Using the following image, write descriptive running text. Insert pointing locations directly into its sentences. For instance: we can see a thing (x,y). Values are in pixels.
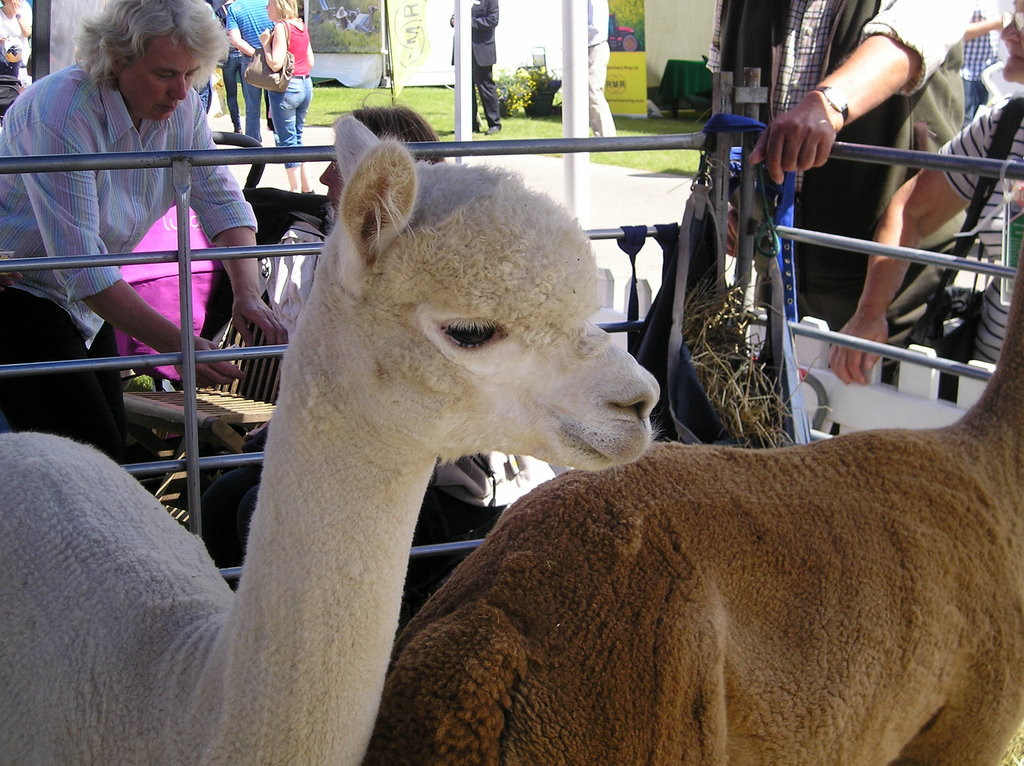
In this image in the front (552,512) there are animals (532,513). In the center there is a railing (50,164). In the background (57,218) there are persons (122,130) standing, there is grass (424,100) on the ground (402,103) and there are boards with some text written on it and there are poles (460,66) and in the center (451,491) behind the railing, there is a man (330,186) sitting and there is an empty chair (247,388).
